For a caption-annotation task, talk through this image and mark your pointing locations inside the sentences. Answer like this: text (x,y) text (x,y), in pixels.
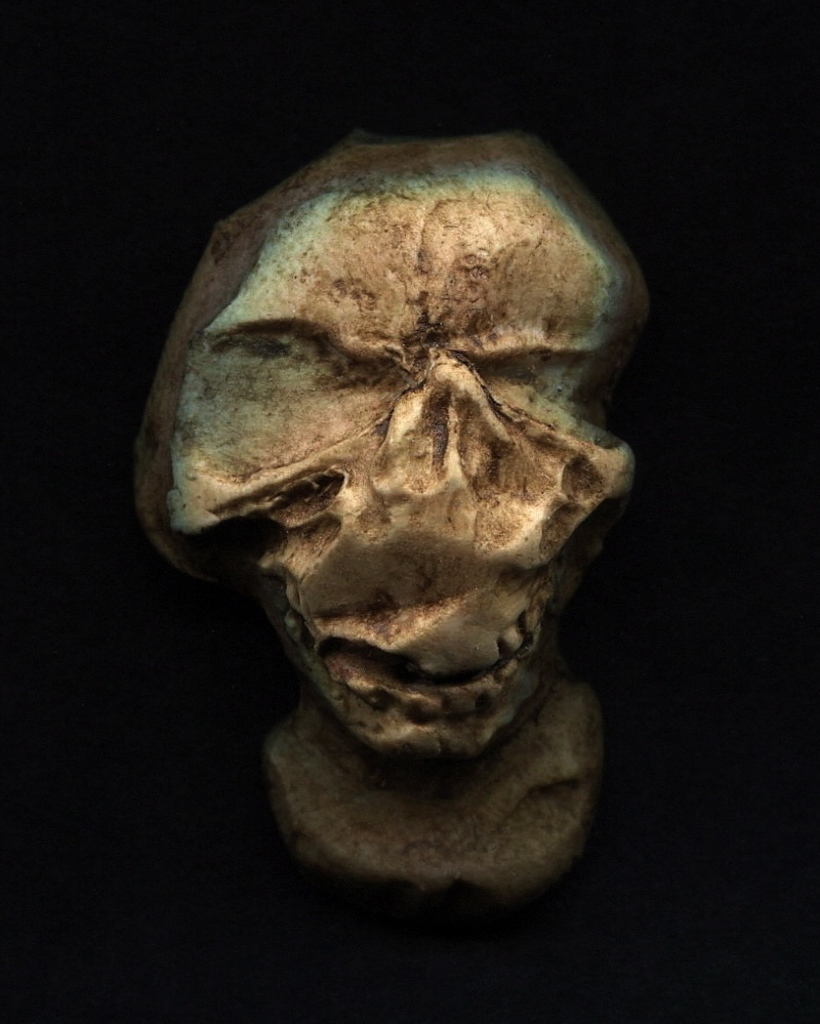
In this image we can see an object (447,328), which looks like a skull (358,185) and the background (748,53) is dark.
